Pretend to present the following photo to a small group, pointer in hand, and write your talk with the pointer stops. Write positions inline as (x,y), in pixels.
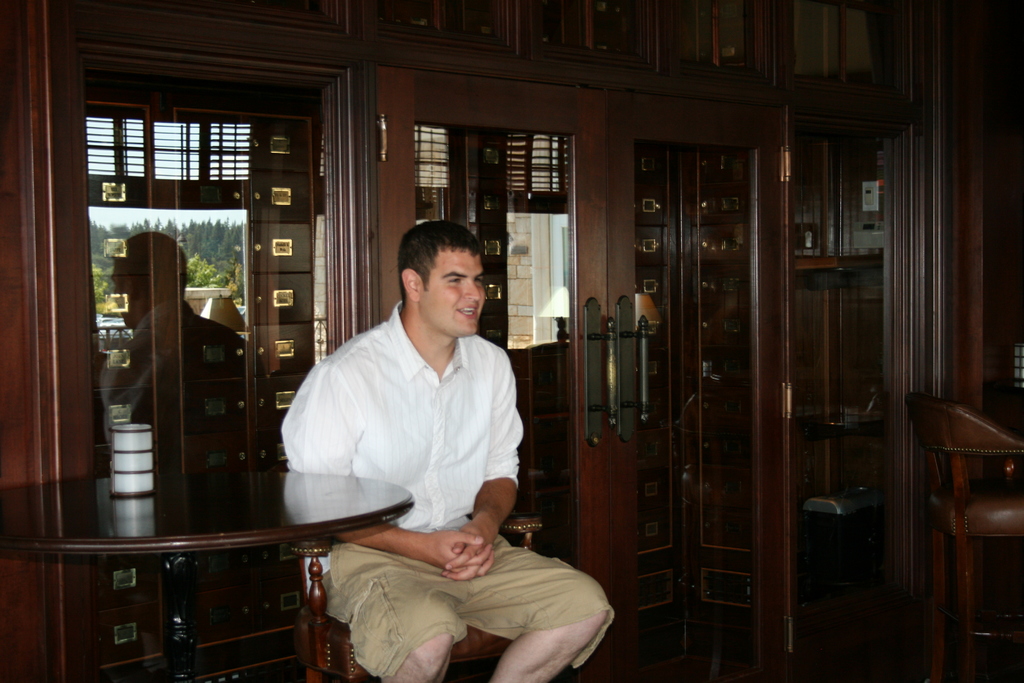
As we can see in the image there is a man (476,253) sitting on chair (515,520) and there is a table (200,500) over here.
